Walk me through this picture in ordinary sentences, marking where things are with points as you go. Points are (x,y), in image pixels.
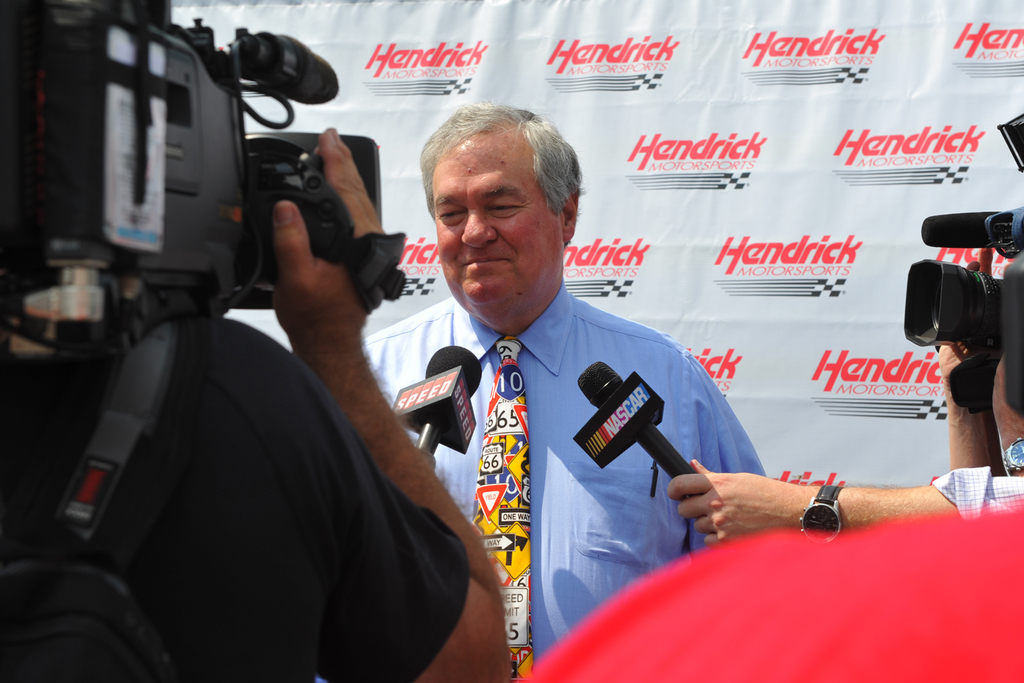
There are three persons (560,374) standing. In the center of the person (485,248) is wearing a tie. On the left side of the person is holding a camera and mic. On the right side of the person (852,495) is holding a camera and mic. We can see in the background (827,335) banner (852,263).
